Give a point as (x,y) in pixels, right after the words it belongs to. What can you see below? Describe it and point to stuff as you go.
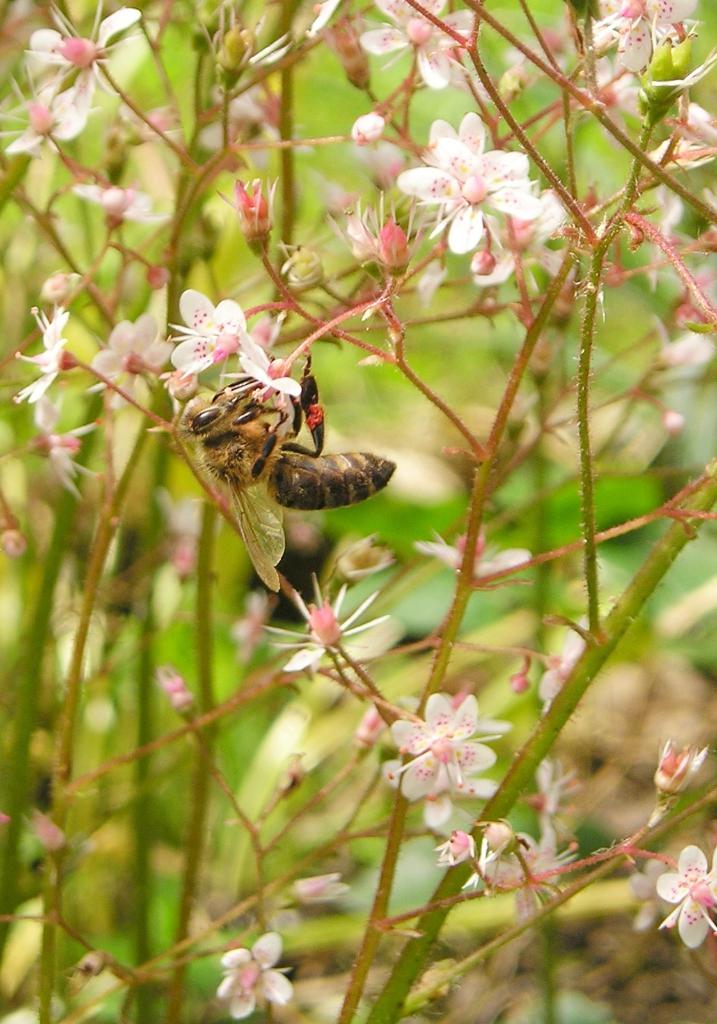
In the center of this picture (250,498) we can see a bee (255,462) and we can see the flowers (498,160) and some buds (61,835). In the background (225,665) we can see some other objects (117,770).
